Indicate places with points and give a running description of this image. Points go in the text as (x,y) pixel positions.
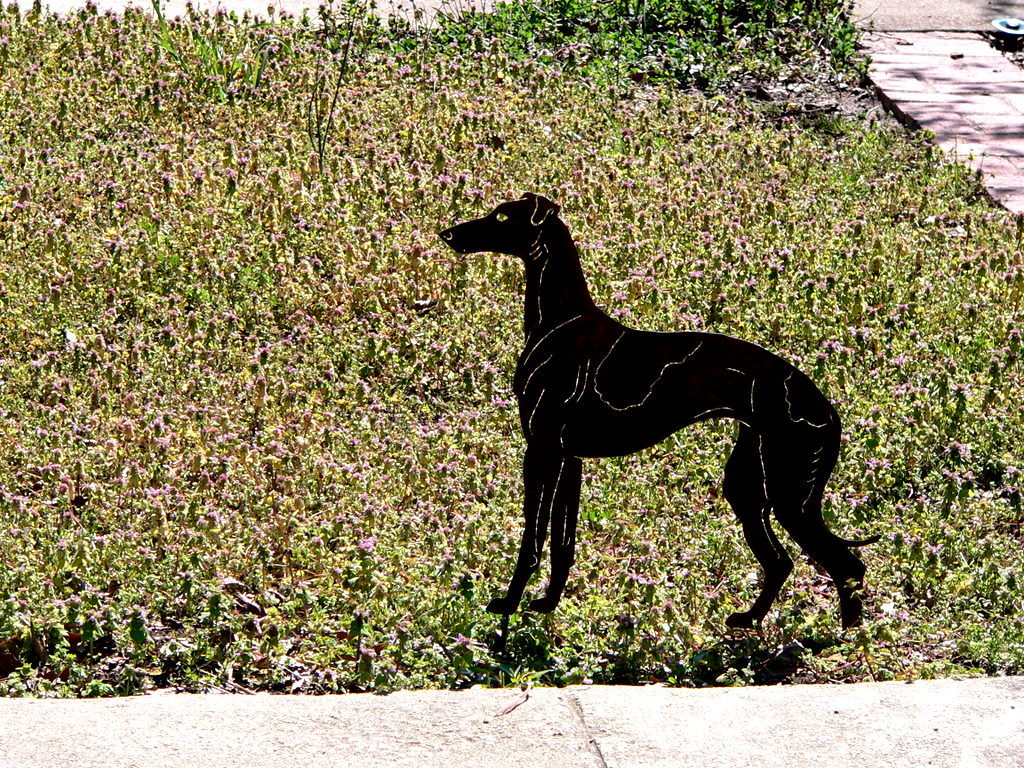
In this picture we can see some flowers (280,435) and plants (303,346), we can see a black color animated dog (611,393) here.
